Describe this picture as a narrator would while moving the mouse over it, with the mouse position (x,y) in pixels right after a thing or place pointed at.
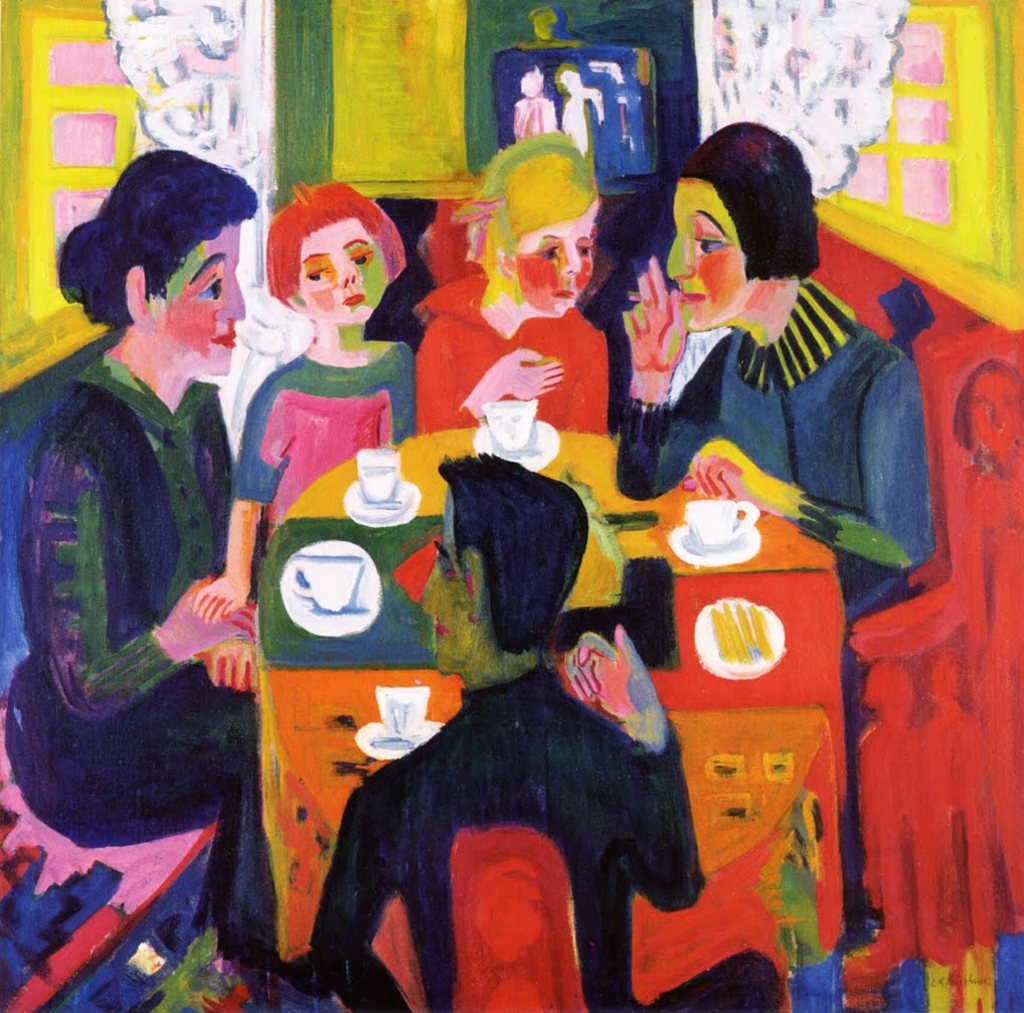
In this image we can see a painting (786,417) of a group of people (804,443) sitting on chairs (526,832). In the center of the image (509,432) we can see a group of cups (495,432) placed on saucers (362,554) and a plate (739,664) with some food (734,642) are placed on the table (716,699). In the background (978,214), we can see the photo frame (607,122) on the wall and windows (968,149).
